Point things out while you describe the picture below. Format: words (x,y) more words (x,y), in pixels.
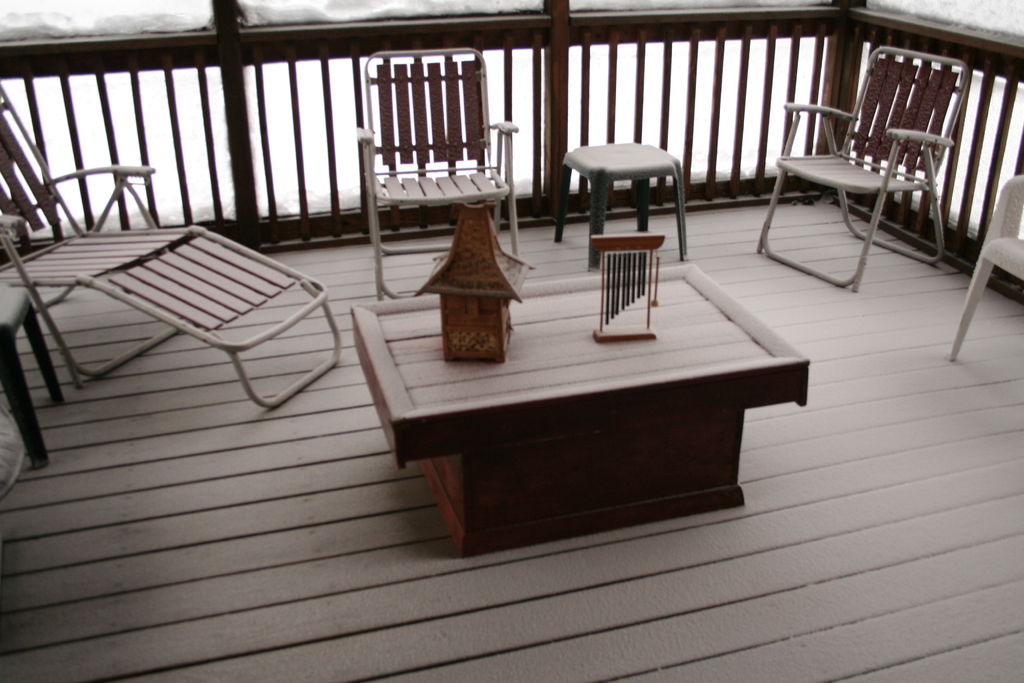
There is a wooden floor (789,518). On that there is a table (529,296). On the table (529,296) there are decorative items (621,287). Also there are chairs (373,173) and stools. In the back (200,90) there is a railing (360,79).
